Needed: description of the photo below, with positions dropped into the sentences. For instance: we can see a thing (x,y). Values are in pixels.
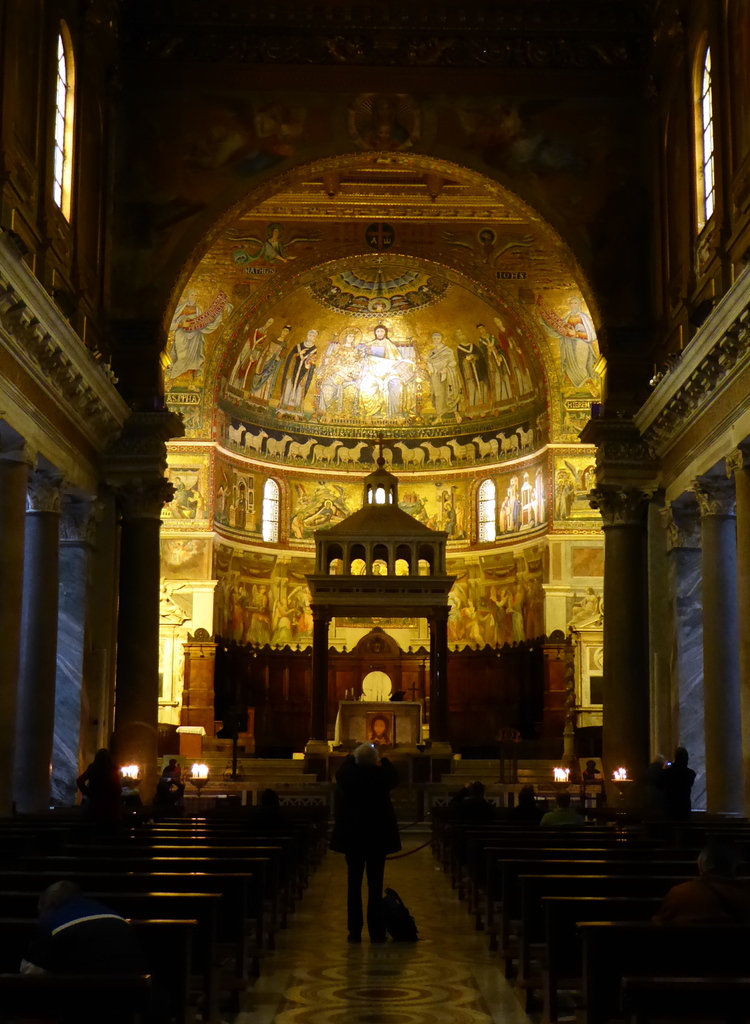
This is an inside view of a church (601,308). In this picture we can see painting (554,378) on the walls (489,352). We can see pillars (717,513), lights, benches (635,828), objects (569,721) and windows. In the middle portion of the picture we can see a man (368,798) standing. There is a bag (392,921) on the floor (425,909).
